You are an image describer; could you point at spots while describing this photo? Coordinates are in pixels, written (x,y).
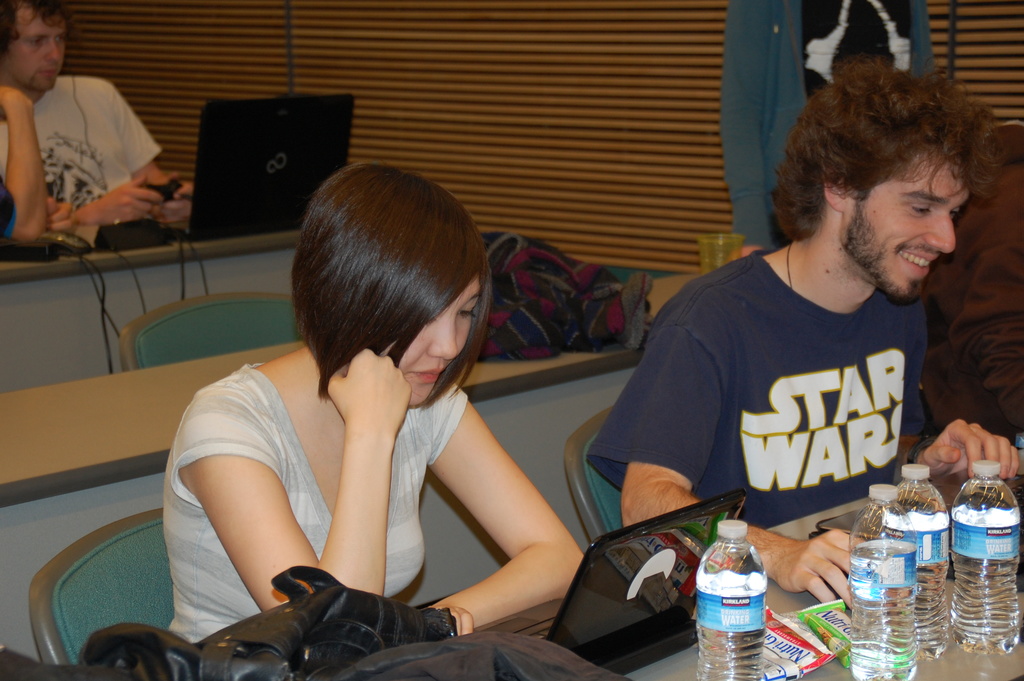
This image consists of several persons (374,365). In the front (324,495), the woman (319,556) sitting is wearing a white T-shirt (260,457). On the right (787,435), there is a man (772,346) wearing a blue T-shirt (772,312). In the front (928,629), there is a table (947,585) on which there are water bottles (961,504) kept. In the background (110,181), there is a man (122,175) wearing a white T-shirt (44,144) is using a laptop (262,218).
